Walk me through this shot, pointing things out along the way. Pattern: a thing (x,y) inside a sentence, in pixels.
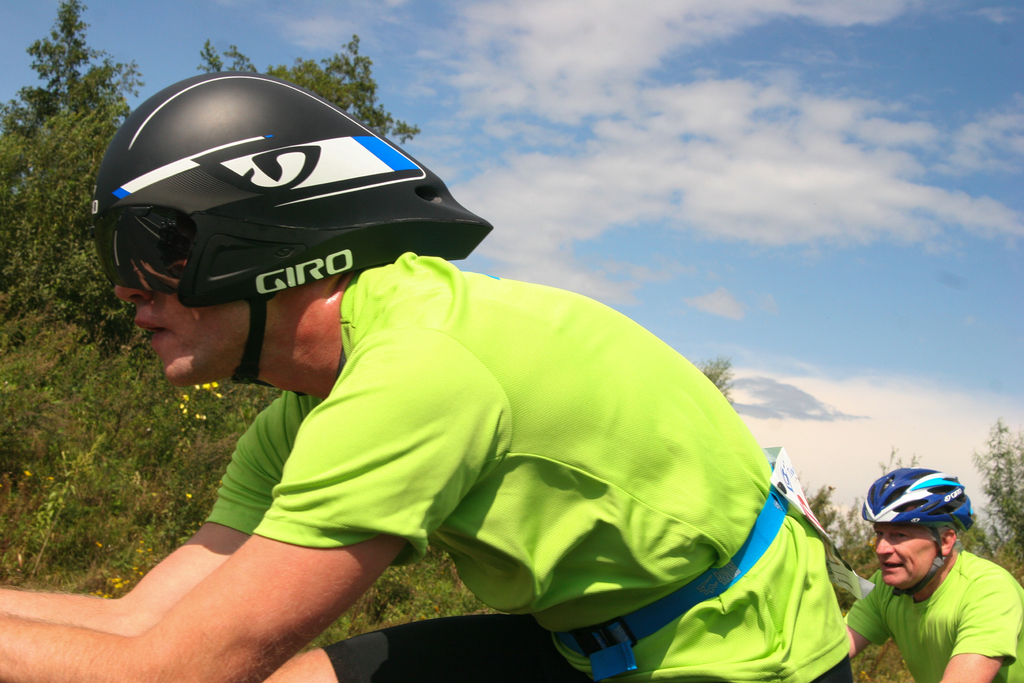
In the foreground of this image (541,547), there are two men (823,592) in green T shirt (743,507) wearing helmets (356,201) and a man (689,489) is having poster (796,503) to his waist (604,601). In the background (763,159), there are trees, sky (779,343) and the cloud (738,202).
